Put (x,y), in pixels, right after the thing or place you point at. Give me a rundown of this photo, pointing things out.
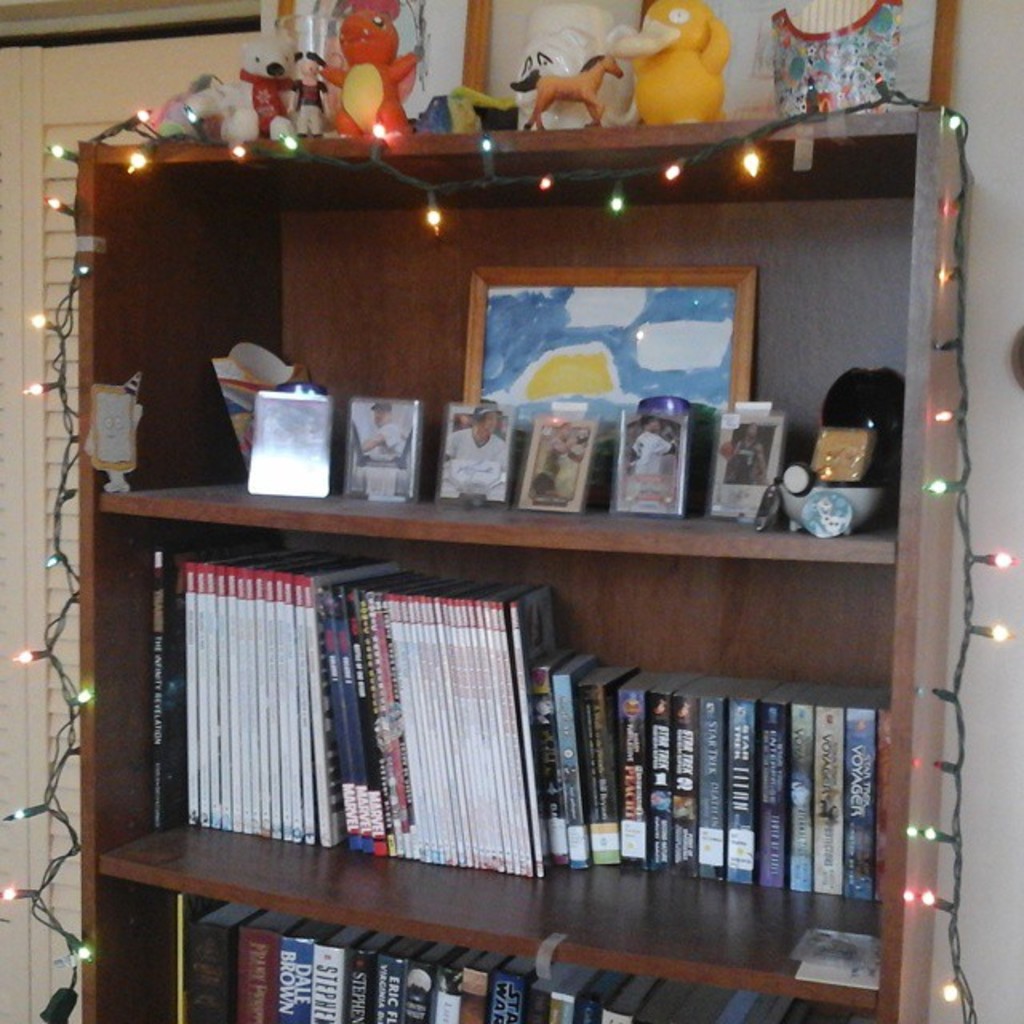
In this image we can see a cupboard (303,506) in which there are some books (339,754), awards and pictures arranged in shelves (505,509) and on top of the cupboard (772,204) there are some dolls (678,53) and lights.
